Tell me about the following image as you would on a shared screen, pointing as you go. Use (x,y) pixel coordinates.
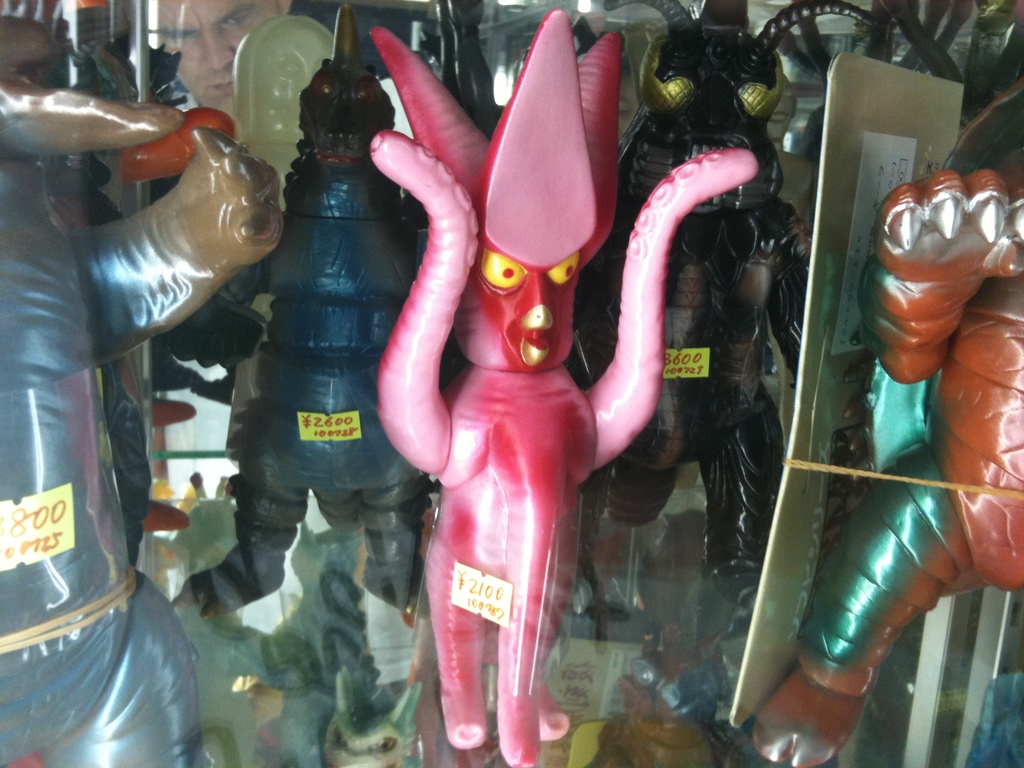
In this picture we can see some action figures (456,293), it looks like a glass (546,691) in the front (519,720), there are some stickers (475,580) pasted on these action figures (512,323), we can see a person's face (223,16) in the background (210,18).
